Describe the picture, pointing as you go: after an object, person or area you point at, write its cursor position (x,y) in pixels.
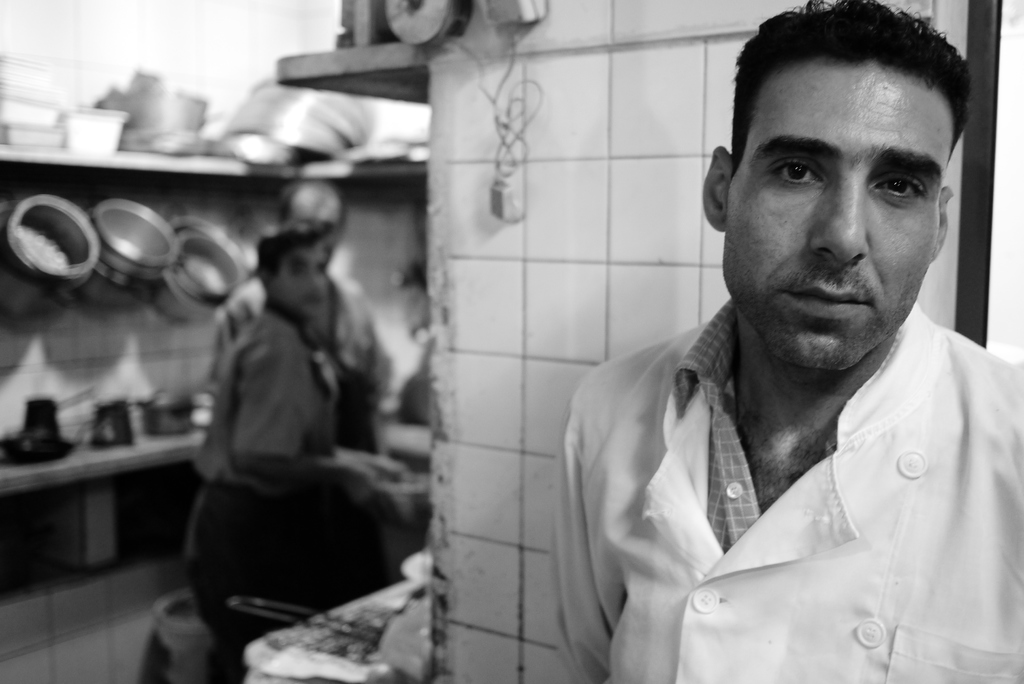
In this picture I can see a man (737,621) on the right side (826,534), he is wearing a white color coat (861,580). On the left side (194,522) there are two persons (231,519) and I can see few utensils (219,289). It looks like a kitchen room (336,469).
